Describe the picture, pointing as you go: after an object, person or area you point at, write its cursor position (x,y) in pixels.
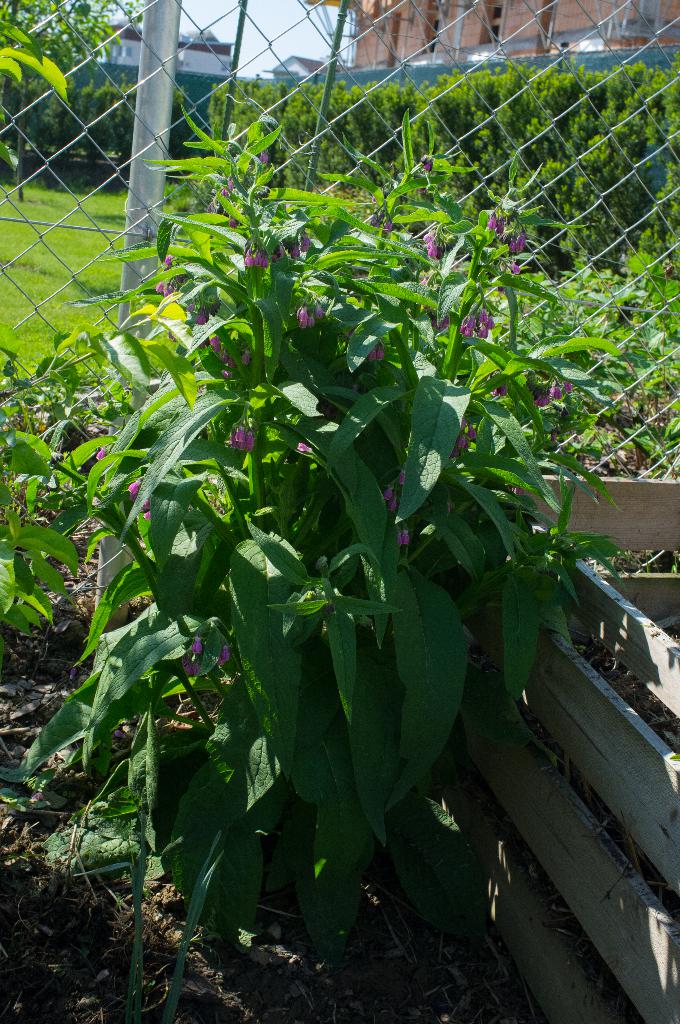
This picture is clicked outside. In the foreground (441,746) we can see the plants (333,509), soil (75,881) and the wooden planks (561,669) and we can see the mesh (475,65) and the metal rod (147,184). In the center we can see the green grass (41,212), plants (218,98), metal rods (242,11) and some objects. In the background (292,17) we can see the sky (292,17) and the buildings (446,47).
